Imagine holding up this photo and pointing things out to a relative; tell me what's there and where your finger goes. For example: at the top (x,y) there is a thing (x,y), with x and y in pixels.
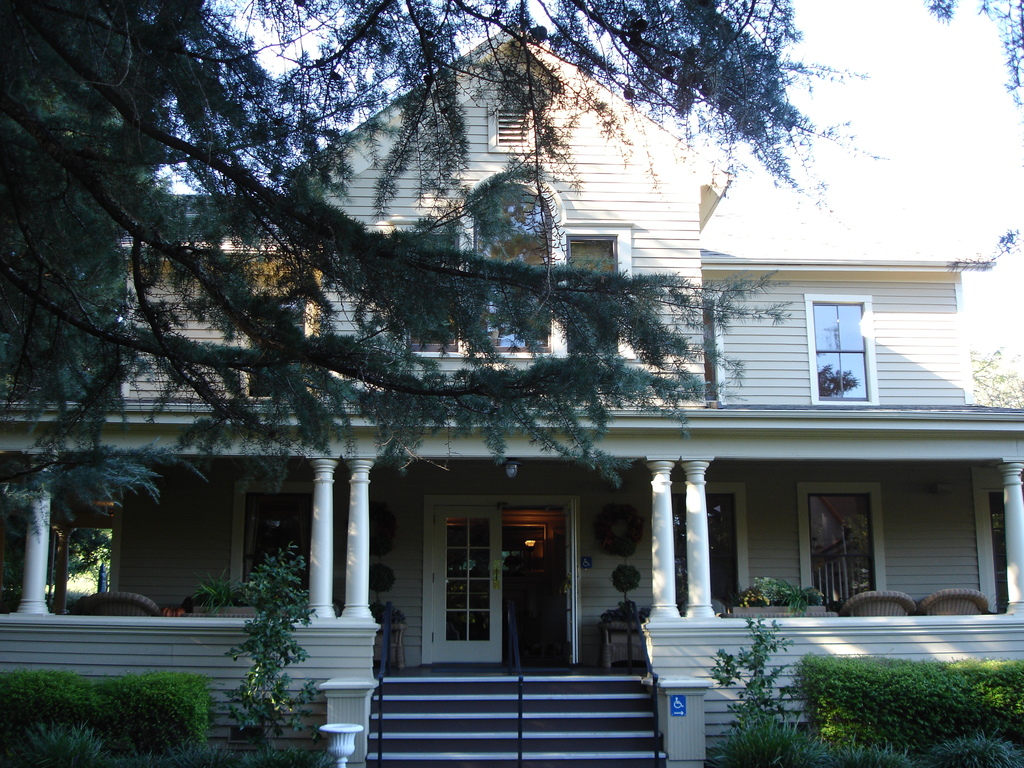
On the left (107,486) and right side of the image (883,711) I can see trees (124,482) and chairs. In the middle of the image (536,421) I can see stairs (552,723), building (448,555) and light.
